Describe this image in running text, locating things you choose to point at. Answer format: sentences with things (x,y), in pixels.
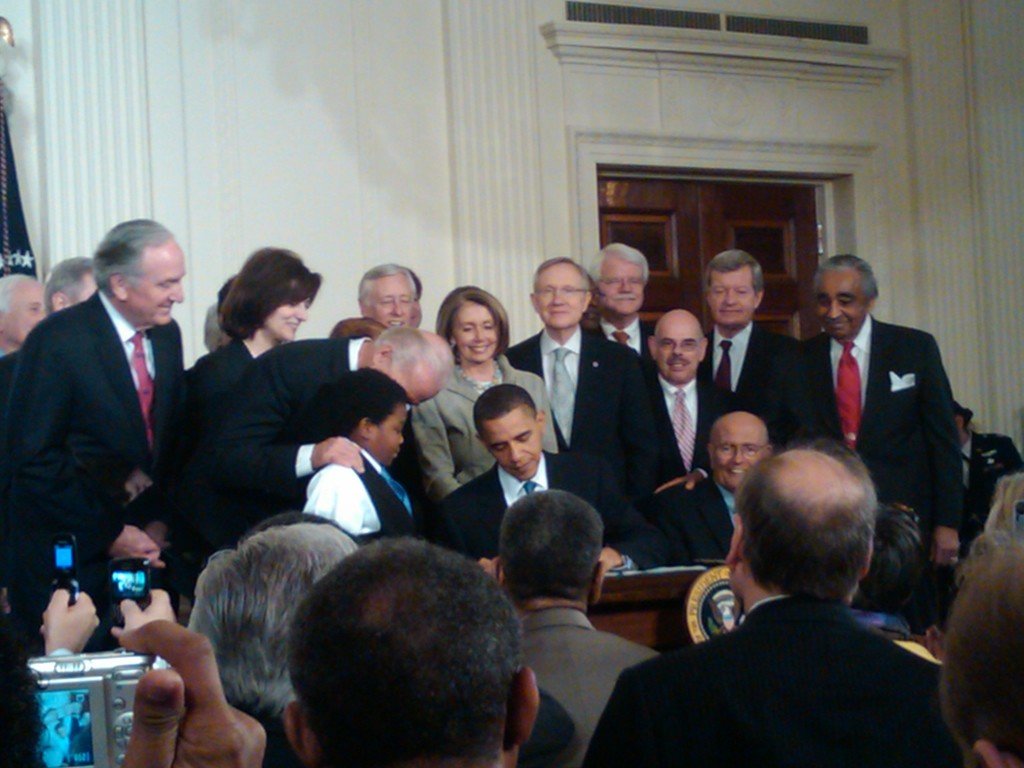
In this picture there are two persons (575,485) sitting in a chair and there is a table (682,591) in front of them which has few objects (691,570) placed on it and there are few persons (485,349) standing behind them and there are few other people (826,624) sitting in the right corner (802,632) and there are few people (129,635) holding a camera (116,669) and mobile phones (129,595) in their hands (130,608) in the left corner (112,581).
